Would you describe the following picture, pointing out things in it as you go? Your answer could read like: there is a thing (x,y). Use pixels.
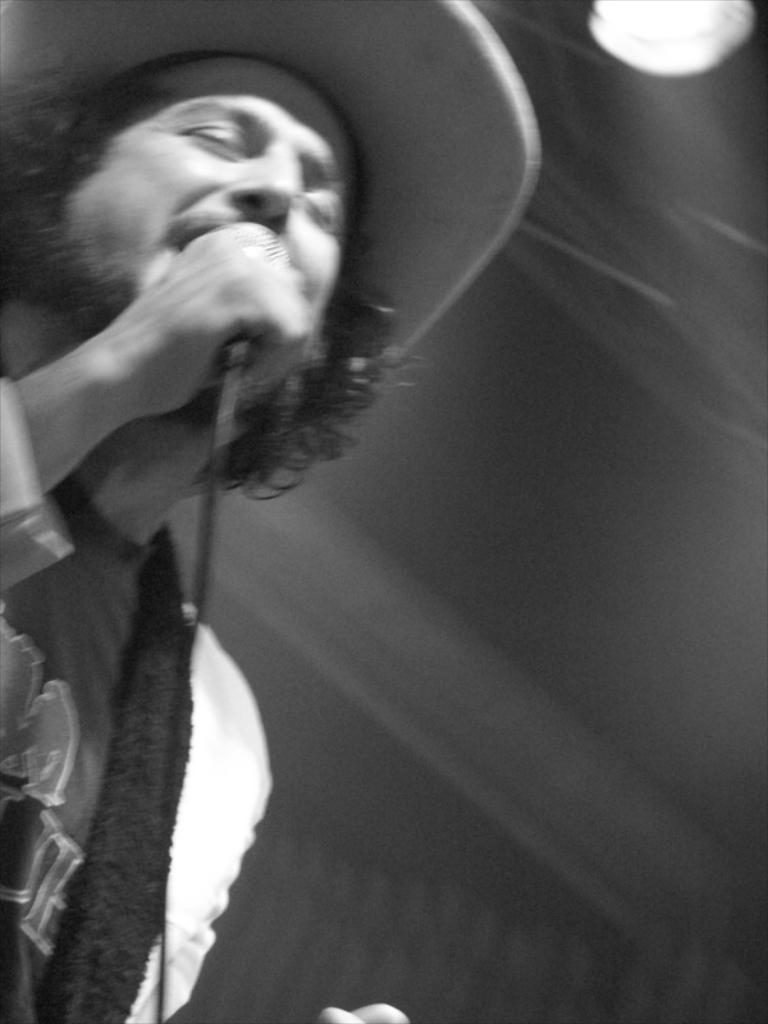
In this picture man (255,386) is holding a mic (226,385) and singing closing his eyes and wearing a hat (401,72).
